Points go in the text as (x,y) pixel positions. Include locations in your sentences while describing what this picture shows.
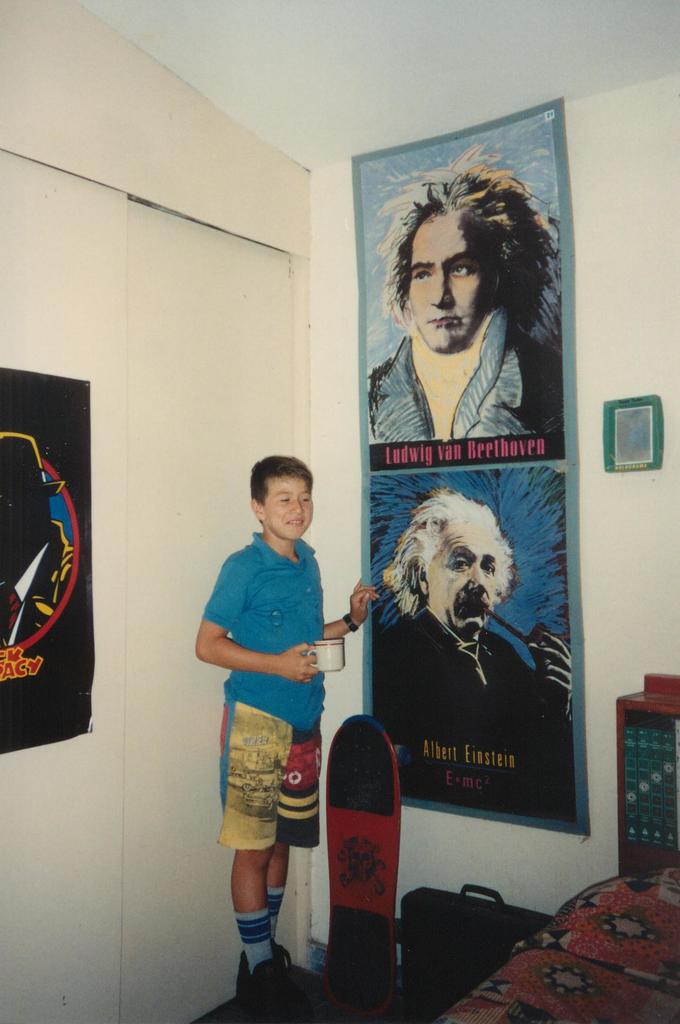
In the center of the image (252,590) there is a boy (315,693) standing holding a cup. There is a skateboard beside him. There is a wall (676,590) on which there is a poster (378,626) with depictions (473,546) of persons (468,376) and text (452,459). There is a door (132,487). To the right side of the image (591,906) there is a bed (553,927). At the top of the image (414,29) there is ceiling (285,36). To the left side of the image (39,405) there is a poster (55,621) on the wall (59,147).
